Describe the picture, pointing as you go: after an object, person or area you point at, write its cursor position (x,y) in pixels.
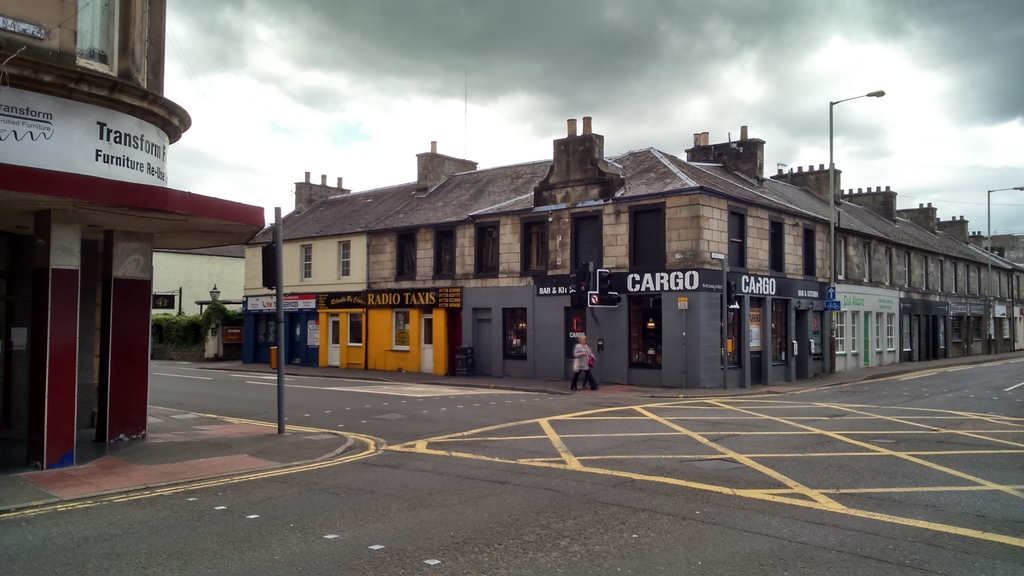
In this image, there are buildings (748,311), walls (542,358), windows (643,355), doors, plants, streetlights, boards (232,331), traffic signals (580,307), sign boards (875,303) and few objects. In the middle of the image (576,377), we can see a person (581,370) walking through the walkway (710,389). At the bottom of the image (611,472), there are walkways (204,454) and roads (778,481). At the top of the image (336,66), there is the cloudy sky (564,126).
